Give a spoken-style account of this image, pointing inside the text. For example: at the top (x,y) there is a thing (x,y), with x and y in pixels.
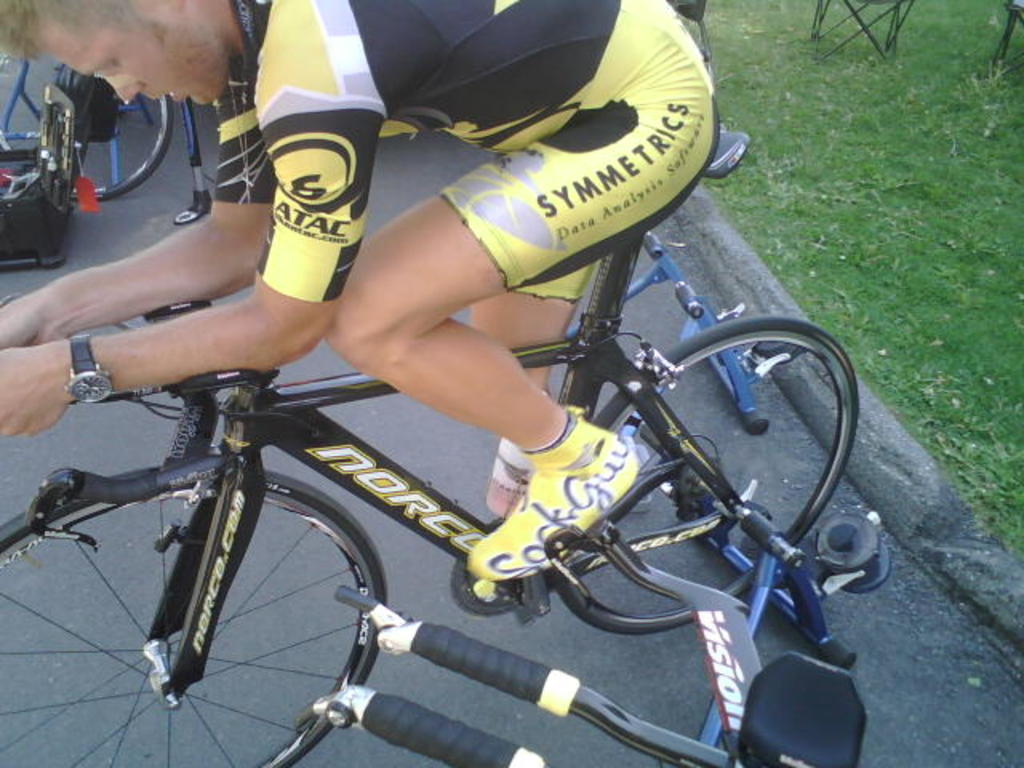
This picture shows a man (699,99) seated on the bicycle (130,391) and we see couple of bicycles (849,754) on the side and we see grass (936,223) on the ground (801,222) and a chair (874,8).
